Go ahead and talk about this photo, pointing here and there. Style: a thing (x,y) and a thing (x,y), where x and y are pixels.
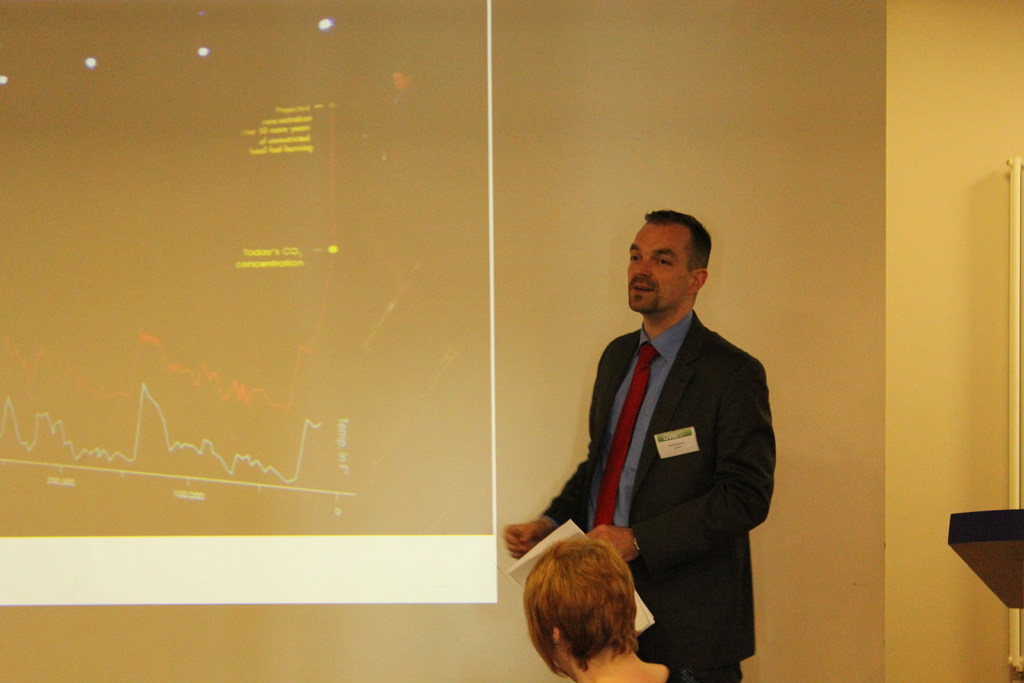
This is the picture of a room (560,405). In this image there is a person (661,385) standing and talking and he is holding the paper (573,526). There is a woman (618,664) sitting. At the back (217,246) there is a screen (217,246) and there is a text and there is a graph (202,489) on the screen (206,496). On the right side of the image (996,532) there is a podium (981,528) and there is a pipe (1019,656) on the wall (1008,663).
